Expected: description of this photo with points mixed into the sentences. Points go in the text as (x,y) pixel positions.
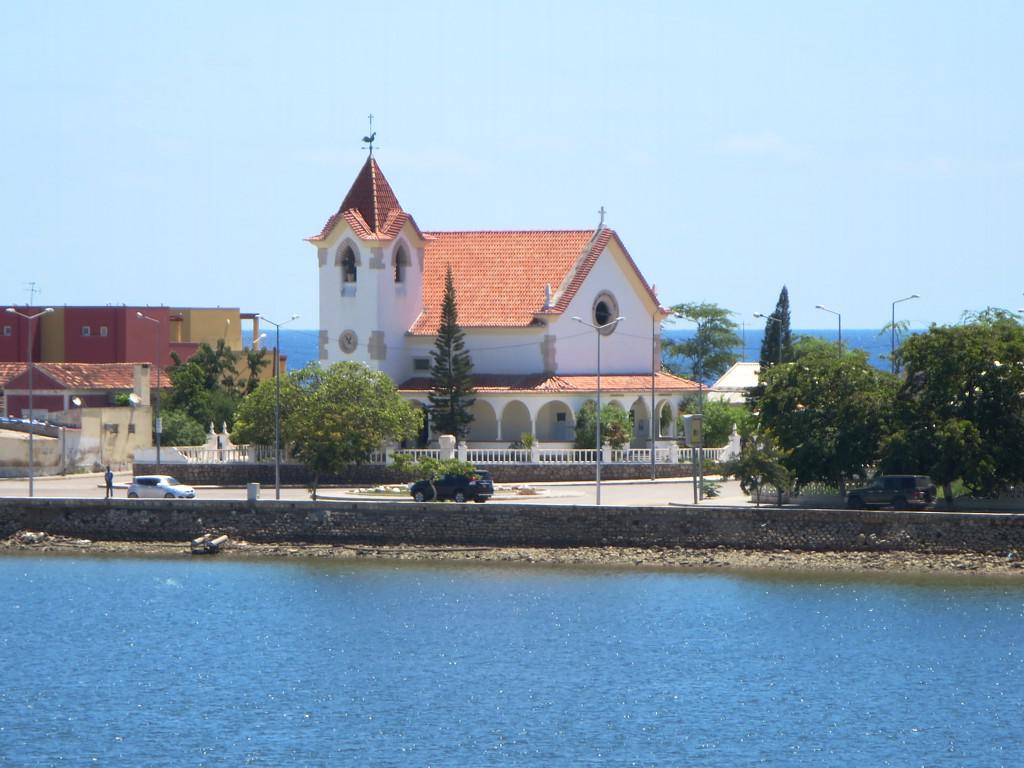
In the image we can see there is water (485,615) and there are cars (432,497) parked on the road (74,491). There is a person (108,474) standing behind the car (155,490) and there are trees (974,402). There are buildings (563,321) and there is a clear sky (501,154).
